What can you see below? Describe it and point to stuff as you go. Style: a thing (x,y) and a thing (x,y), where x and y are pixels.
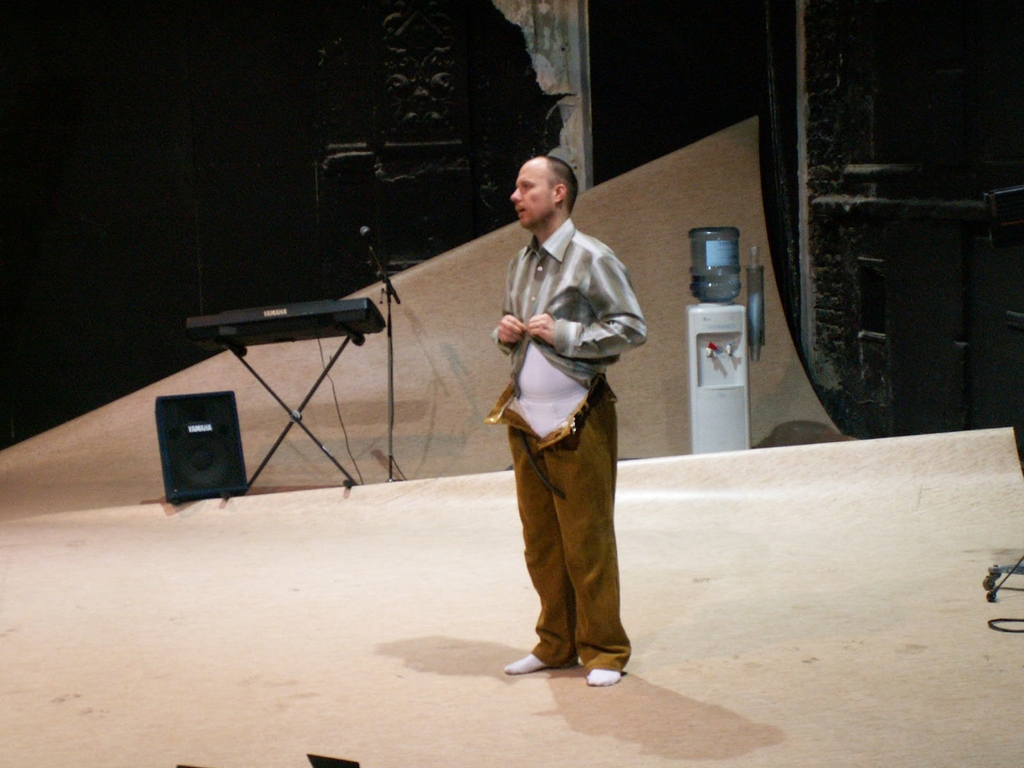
In this picture we can see a man (577,402), beside to him we can find a speaker (180,430), keyboard (296,324) and a microphone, in the background (726,272) we can see a bottle (713,272) on the water filter (727,379).
